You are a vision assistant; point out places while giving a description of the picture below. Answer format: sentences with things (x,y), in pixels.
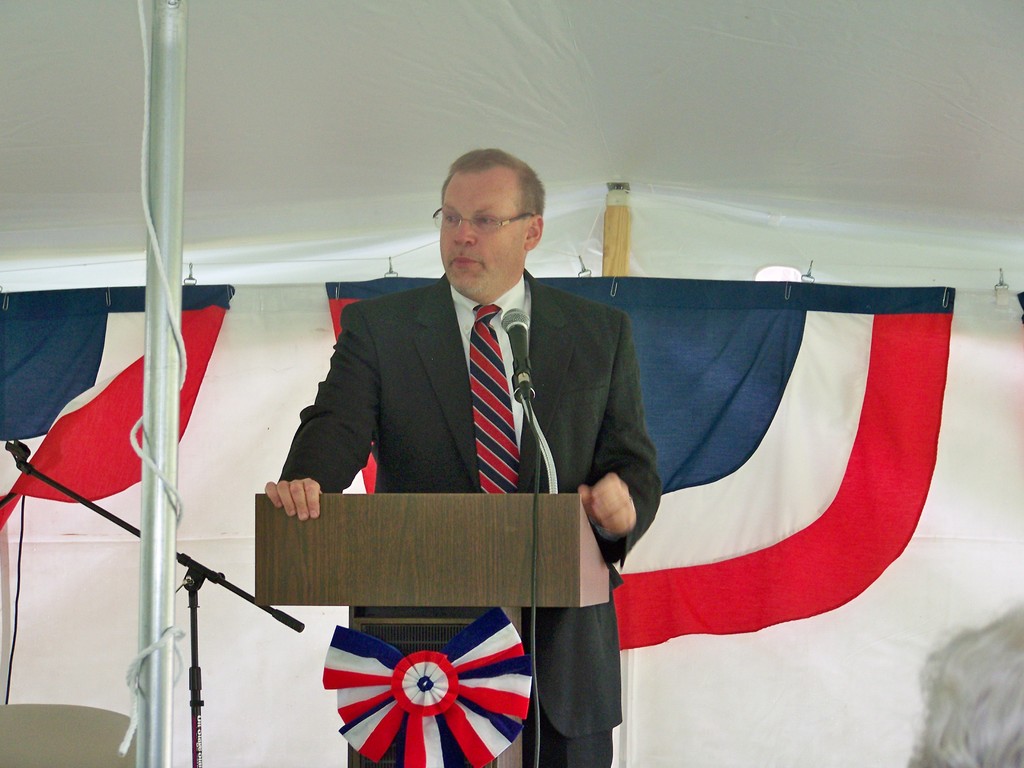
In this image we can see a man (425,443) wearing suit (425,379) and standing in front of the podium (532,552). We can also see the mike (510,326), pole (158,723) and also another mike (200,570) on the left (193,586). At the top (604,107) there is white color roof (604,85) for shelter.
